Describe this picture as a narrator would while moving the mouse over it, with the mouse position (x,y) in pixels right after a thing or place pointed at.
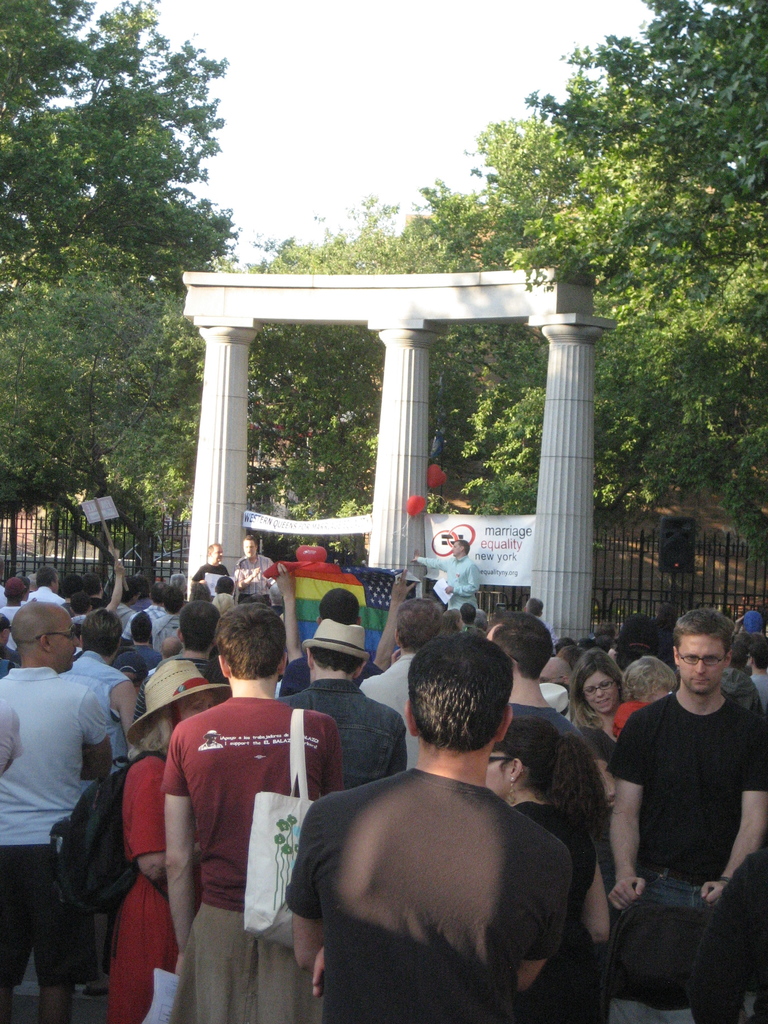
Here there are few people (121,1018) standing on the road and here a person (238,808) carrying a bag (279,809) on his shoulder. In the background (141,468) we can see hoarding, banner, balloons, trees (141,468), fence (79,562), cloth (352,570), some other items (394,563) and sky (350,79).
